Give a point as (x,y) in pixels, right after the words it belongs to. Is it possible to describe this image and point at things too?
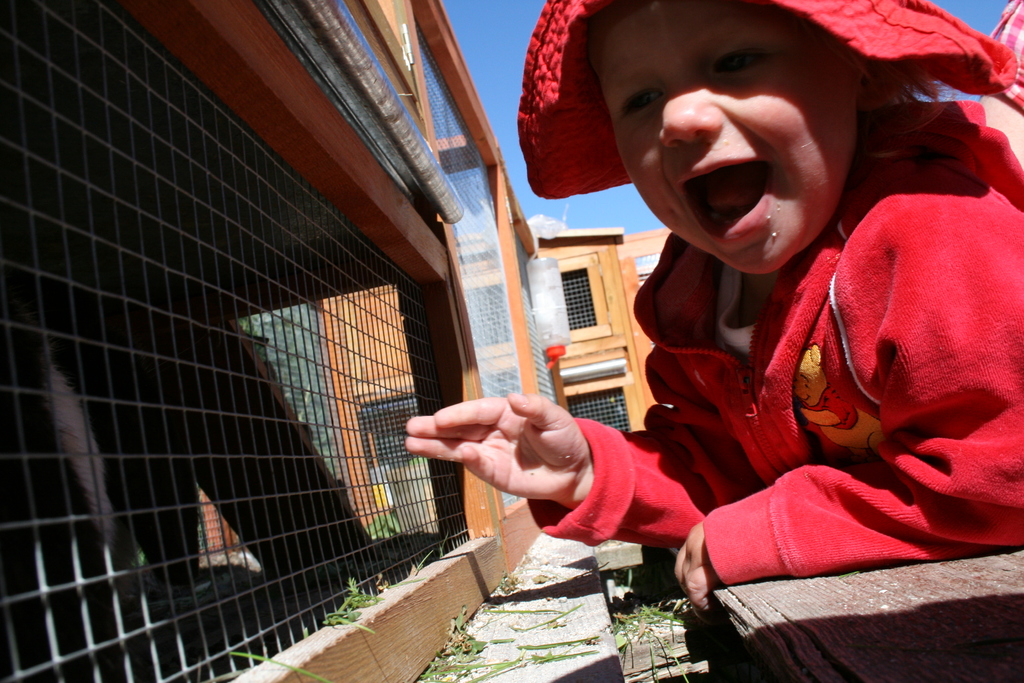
In this image there is a kid (749,514) sitting on the wooden plank (865,600). In front of the kid (695,403) there is a cage (176,390). In the background (536,312) there is a bottle (548,299) which is hanged to the grill (521,260). At the top (490,66) there is sky (490,58).
